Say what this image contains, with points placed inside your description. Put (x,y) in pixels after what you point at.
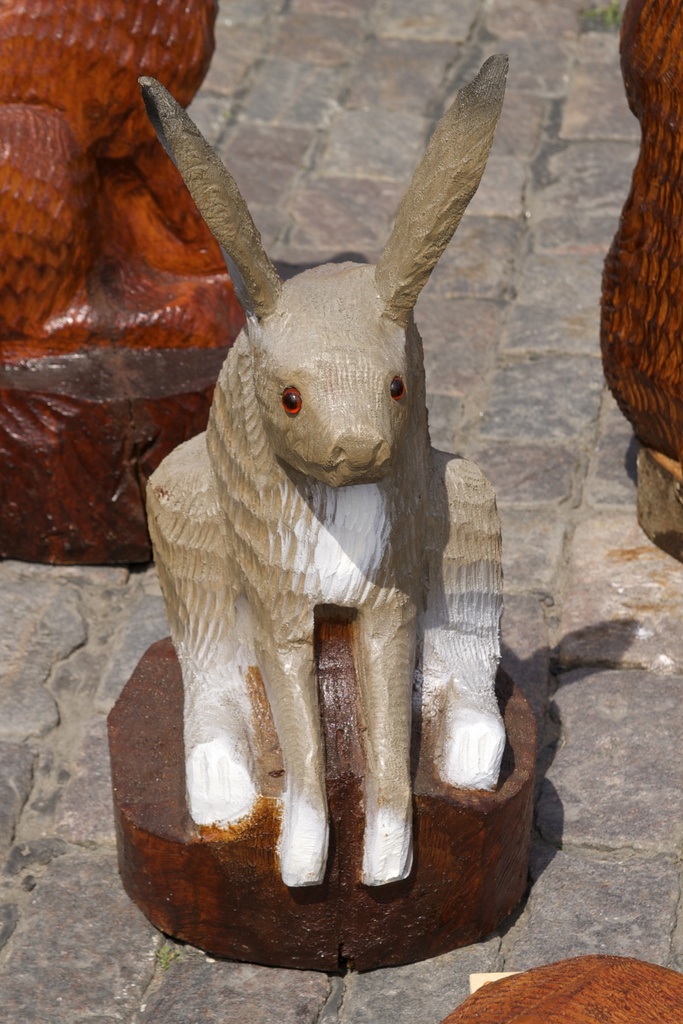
This image consists of a statue (294,718). This is an animal statue (323,691).
